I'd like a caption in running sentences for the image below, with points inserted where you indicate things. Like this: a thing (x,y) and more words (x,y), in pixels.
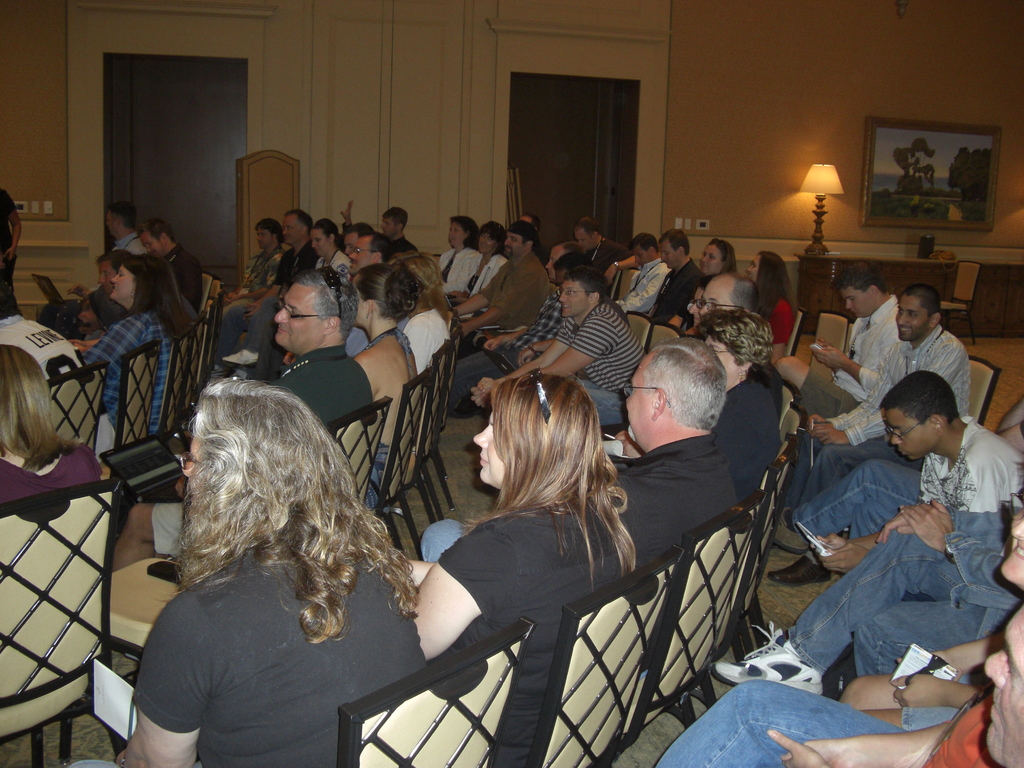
In this image I can see many people (359,691) seated on the chairs (614,587), in a room (848,212). There is a lamp (816,206), photo frame (876,158) and 2 doorways (614,150) at the back (169,140).
